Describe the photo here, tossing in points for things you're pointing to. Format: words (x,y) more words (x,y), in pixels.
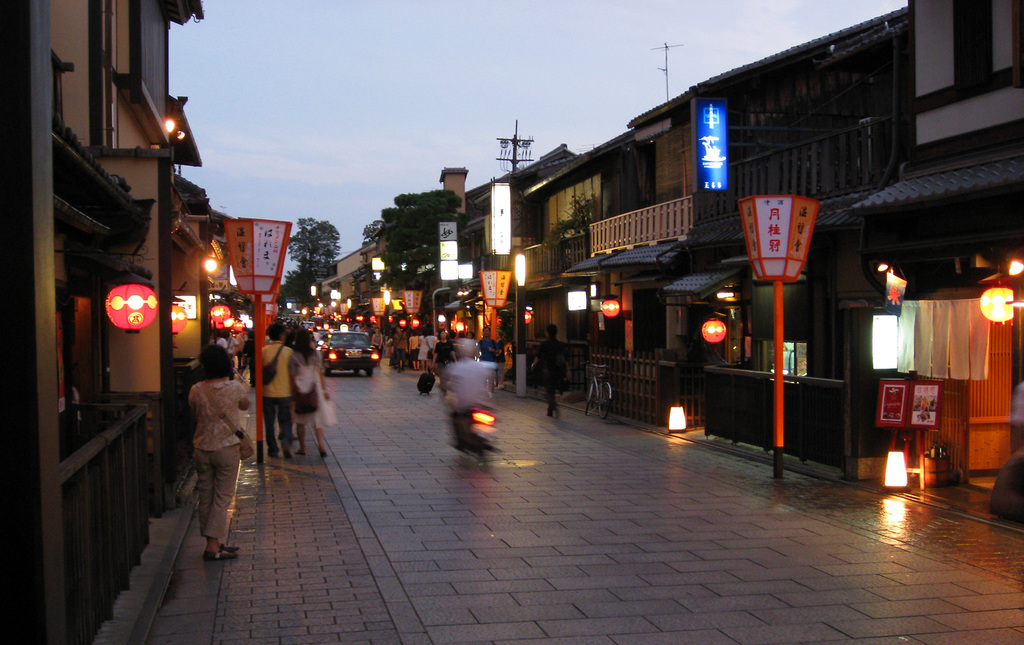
There is a way (407,408) where there are few vehicles (338,331) on it and there are few persons (238,378) and buildings (536,310) on either sides of it and there are trees (335,232) in the background (316,230).
